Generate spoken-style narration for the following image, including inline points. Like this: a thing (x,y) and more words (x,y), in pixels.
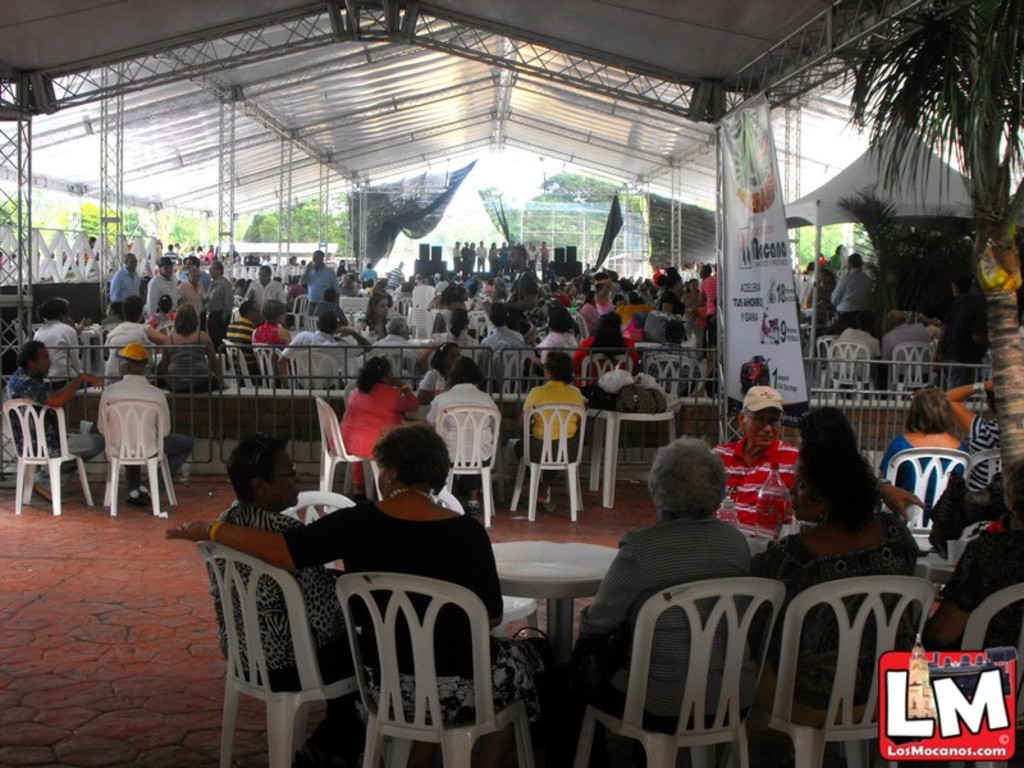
In this image i can see group of people (385,306) some are standing and some are sitting on the chair (561,462) at the top (450,81) i can see a shed (654,54), at the back ground (902,177) there is a railing (608,349), a tree (581,181), a tent (918,180) and the sky (844,147).
